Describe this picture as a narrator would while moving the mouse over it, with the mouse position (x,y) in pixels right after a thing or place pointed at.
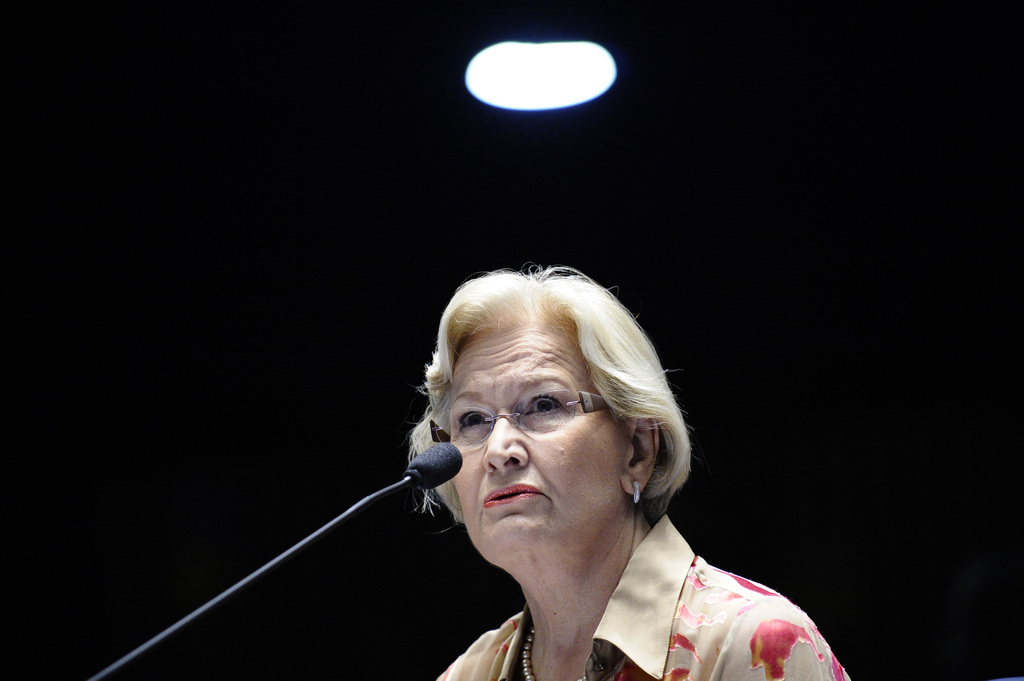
In the image there is a blond haired woman (552,453) with necklace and brown shirt (676,611) talking on mic (409,485) and above there is a ceiling (609,108) with light (549,66).
